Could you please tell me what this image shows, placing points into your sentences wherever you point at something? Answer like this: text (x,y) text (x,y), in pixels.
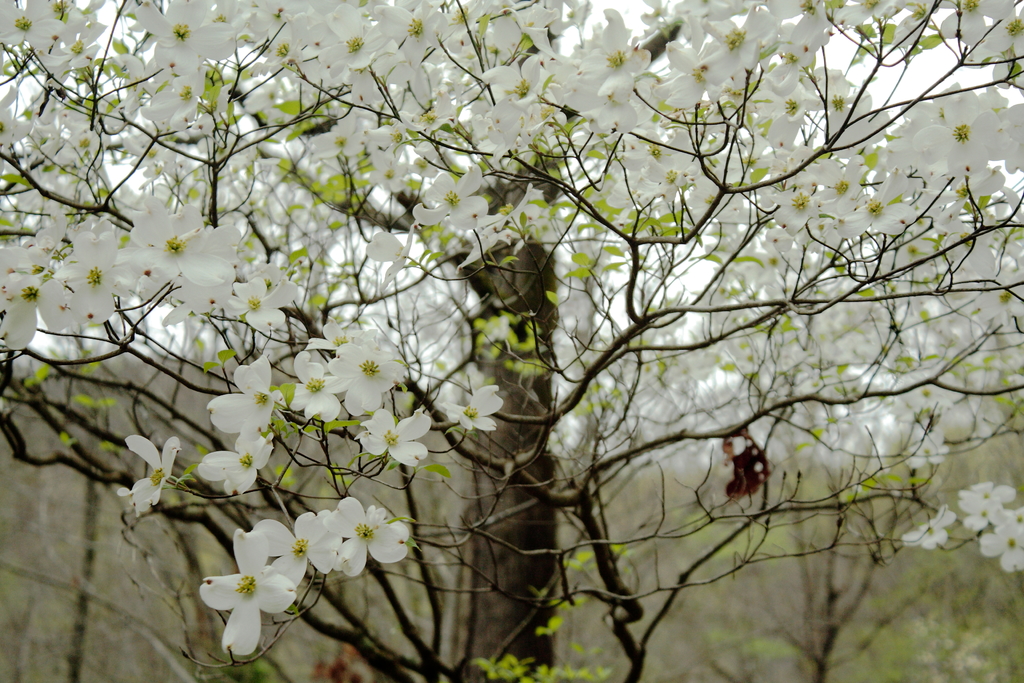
In this image I can see the flowers (749,247). In the background (714,645), I can see the trees (630,612).
